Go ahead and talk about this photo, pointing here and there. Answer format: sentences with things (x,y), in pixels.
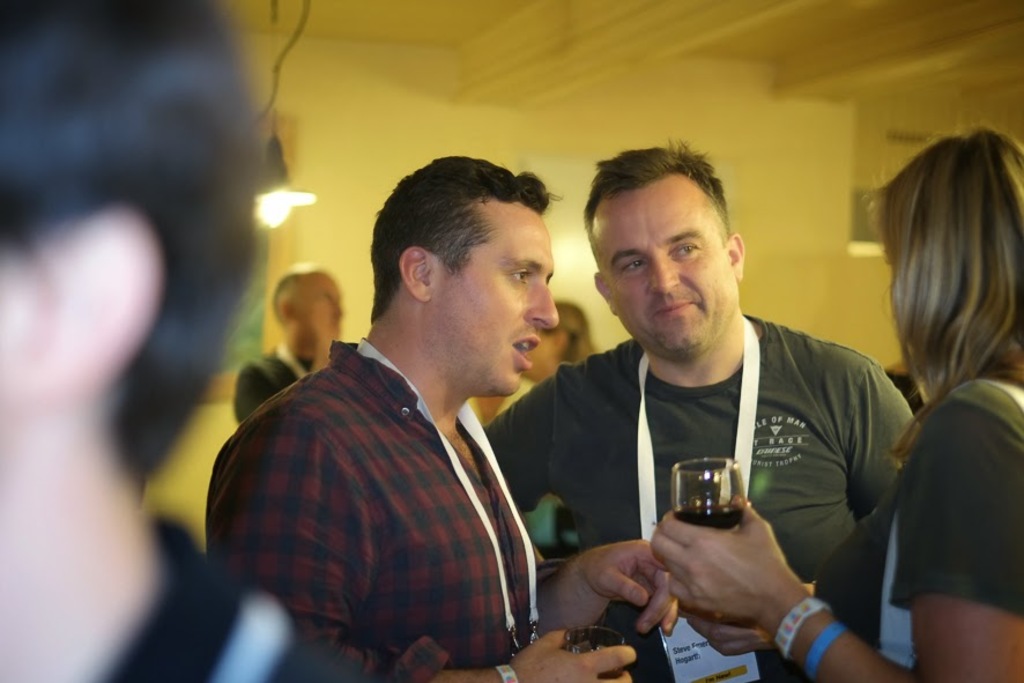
In this image we can see a woman (955,529) and a man (465,457) holding the glasses (710,511). We can also see a man (708,330) standing and smiling. Image also consists of few other persons (249,126). In the background (268,297) there is a wall (568,127), hanging light (301,198) and also the ceiling (713,24) at the top (834,19).
